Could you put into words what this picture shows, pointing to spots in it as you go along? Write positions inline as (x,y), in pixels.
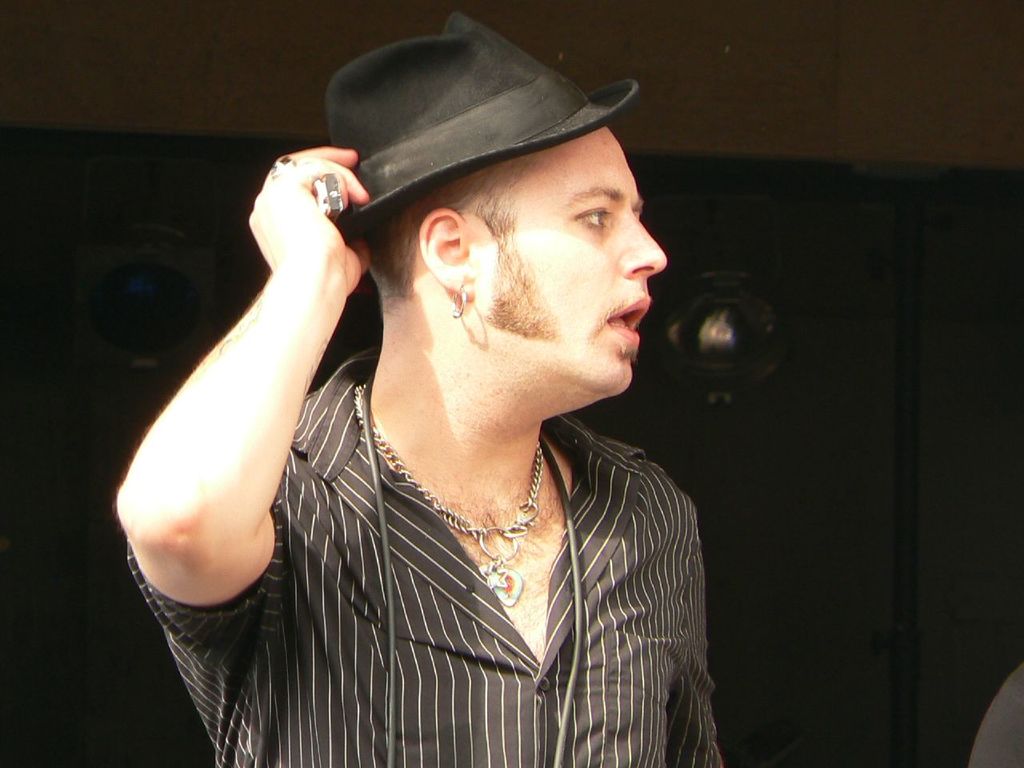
This is the man (516,503) standing. He wore a hat (445,126), black shirt (441,570) and chain (491,560) on his neck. He is holding an object (326,202) in his hand (296,191). In the background (749,331), that looks like a glass pot (702,334), which is hanging. I think this is the pole (906,716).
